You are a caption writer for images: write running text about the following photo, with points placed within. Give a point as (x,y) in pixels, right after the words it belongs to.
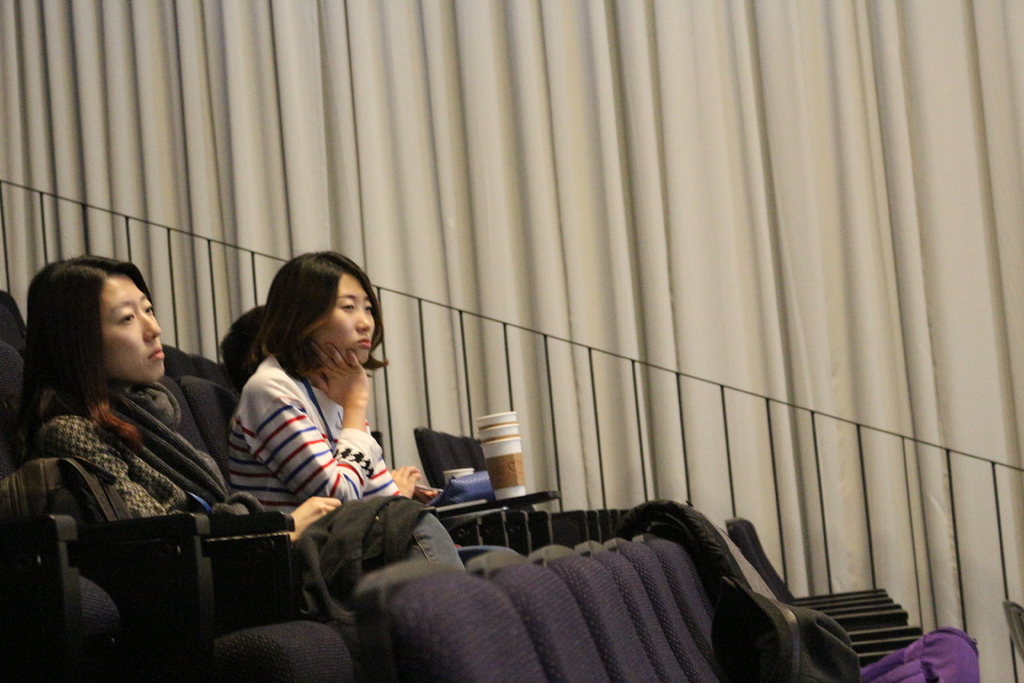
As we can see in the image there are curtains (285,159) and few people (329,495) sitting on chairs (381,617). Here there are glasses (517,470).
